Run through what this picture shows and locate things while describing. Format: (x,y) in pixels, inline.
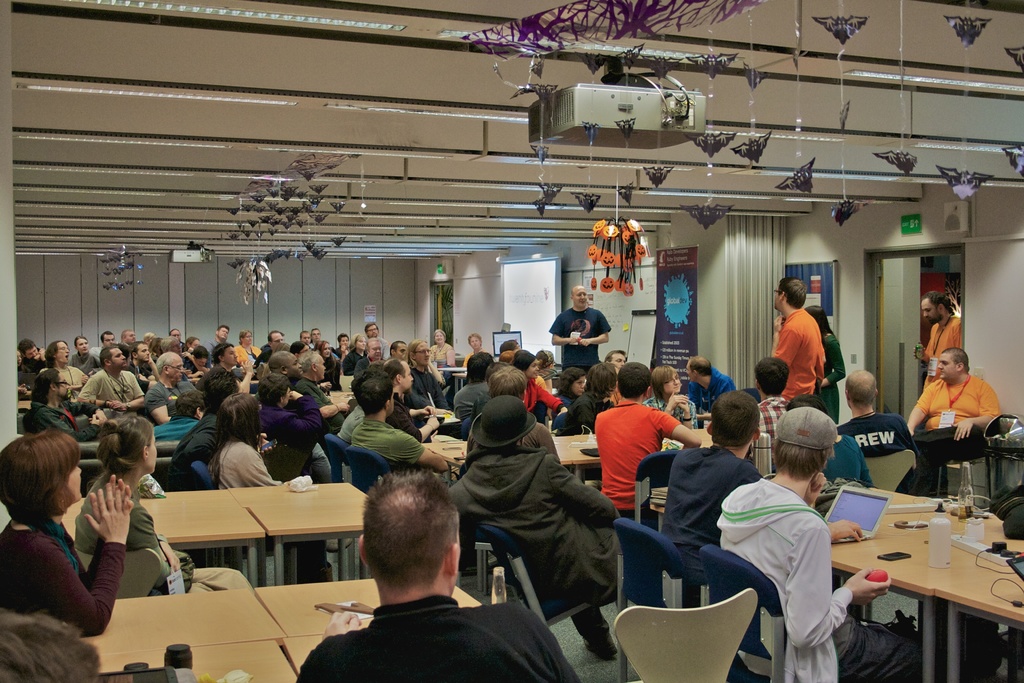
In this image i can see a group of people (621,463) sitting in a chair (648,466) there is a laptop (865,505), mobile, bottle (967,515) on a table (918,538) at the back ground (865,367) i can see a banner (692,277), a wall (724,286) and a pillar (766,264) at the top (697,197) there is a light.
